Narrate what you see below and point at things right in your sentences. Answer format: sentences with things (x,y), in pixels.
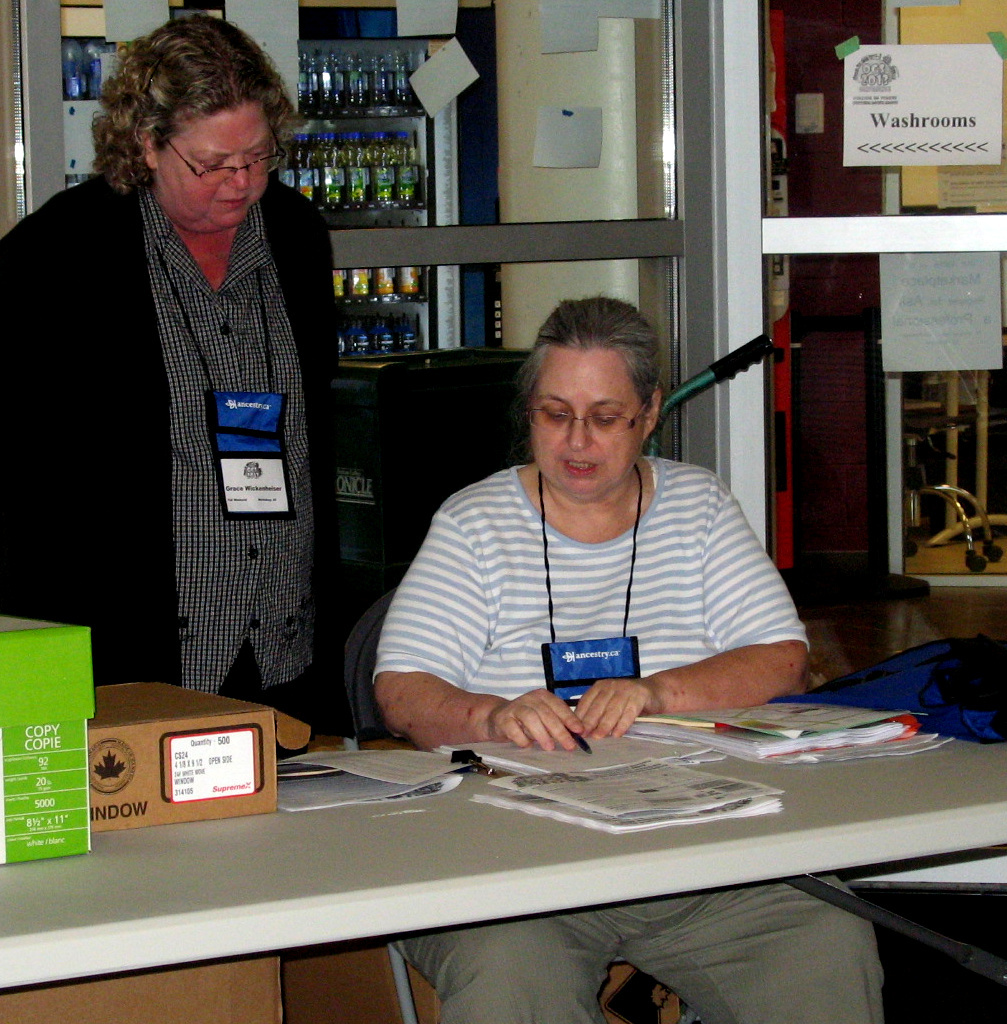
This image consists of table (811,863), two persons (550,515) and refrigerator (346,121), which consists of so many cool drinks (401,194) in it and chairs (380,737). The table (791,784) has boxes (258,739) books (803,709) papers (569,787) pen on it. One person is standing near the table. They are wearing ID cards (596,652). One person (602,641) is sitting in the chair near the table (454,822), she is a woman (655,615). Beside her there is a door (843,466) on the right side (845,562).
